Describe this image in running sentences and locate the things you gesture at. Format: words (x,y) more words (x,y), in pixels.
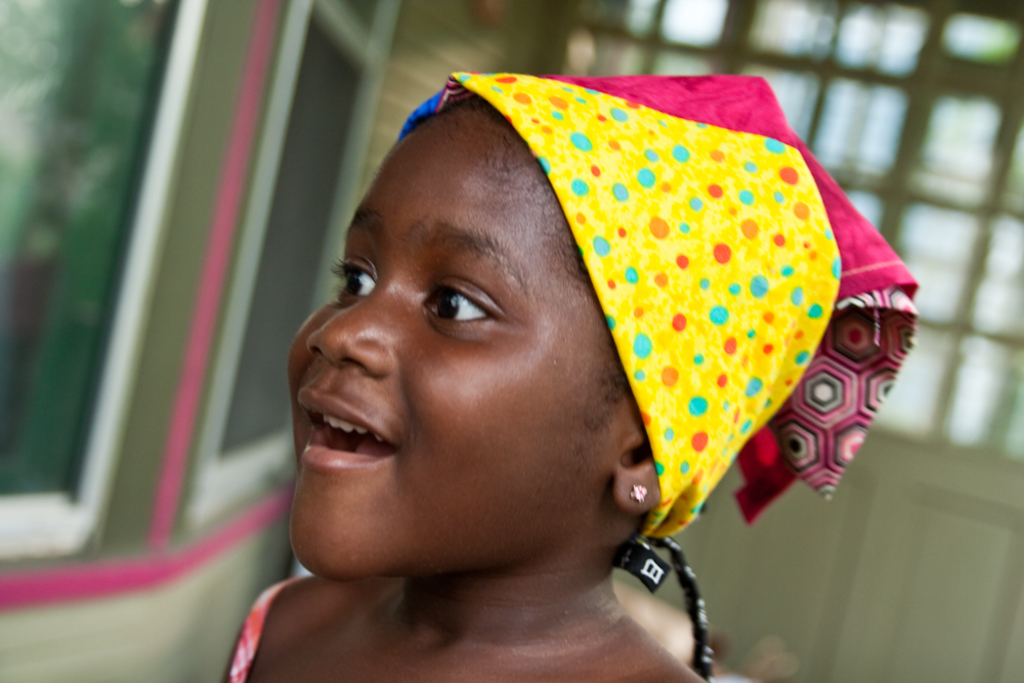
In the middle of this image (658,407), there is a girl (632,619) wearing a cap (488,81), smiling and watching something. And the background (157,38) is blurred.
